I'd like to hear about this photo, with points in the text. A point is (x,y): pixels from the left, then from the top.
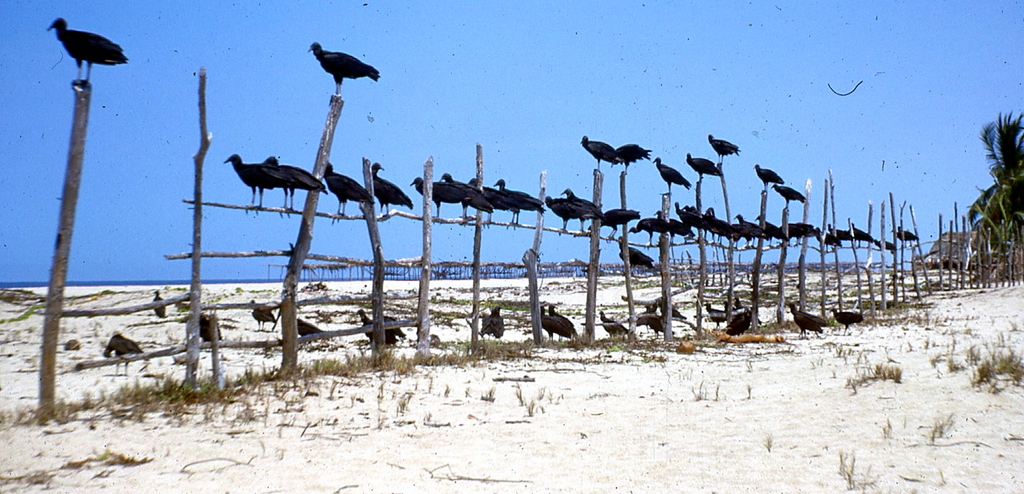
As we can see in the image there are birds (436,187), trees (1002,211), fence (970,262) and sky (570,121).
